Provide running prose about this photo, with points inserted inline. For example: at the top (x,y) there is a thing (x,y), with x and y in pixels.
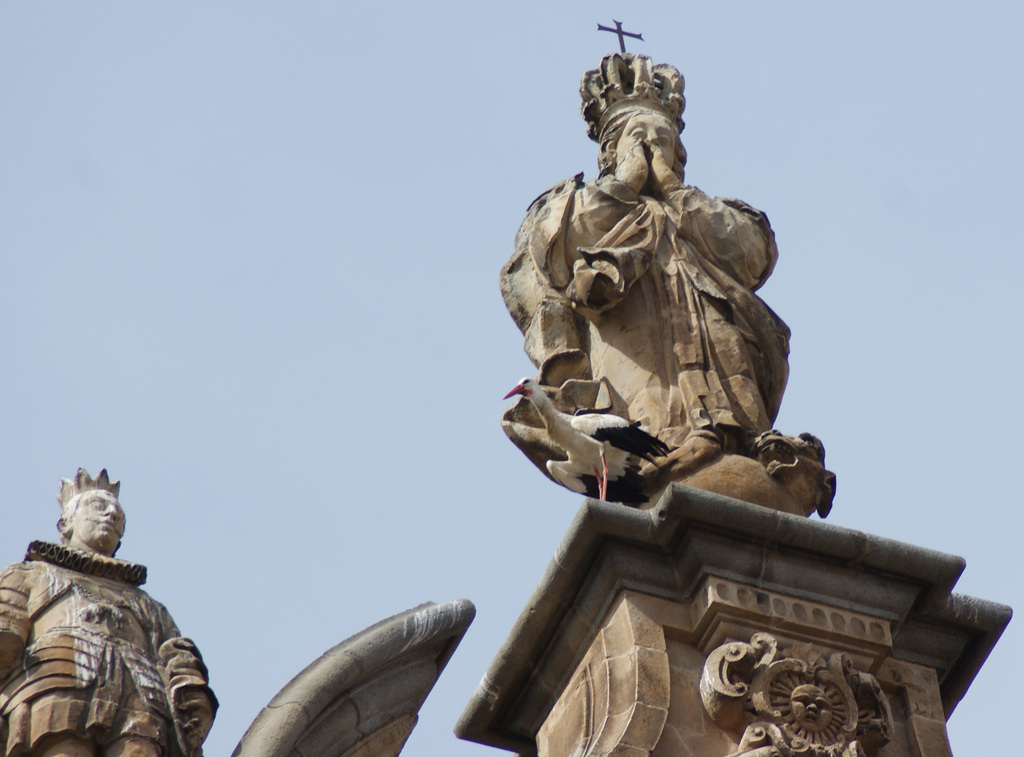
In this image we can see two statues (121,643), a bird (615,485) on the pillar (599,565) and sky (358,266) in the background (472,291).
